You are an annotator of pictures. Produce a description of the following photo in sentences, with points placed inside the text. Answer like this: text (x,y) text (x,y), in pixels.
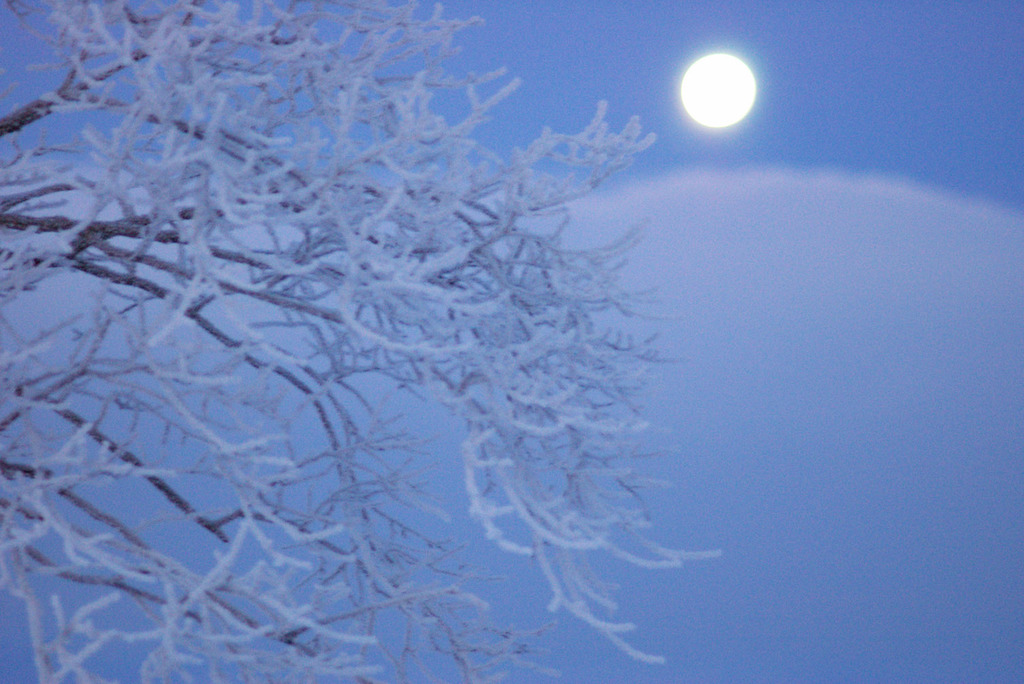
In this picture I can see a tree (634,340) covered with snow (83,562), and in the background (808,147) there is moon (721,79) in the sky (867,51).
